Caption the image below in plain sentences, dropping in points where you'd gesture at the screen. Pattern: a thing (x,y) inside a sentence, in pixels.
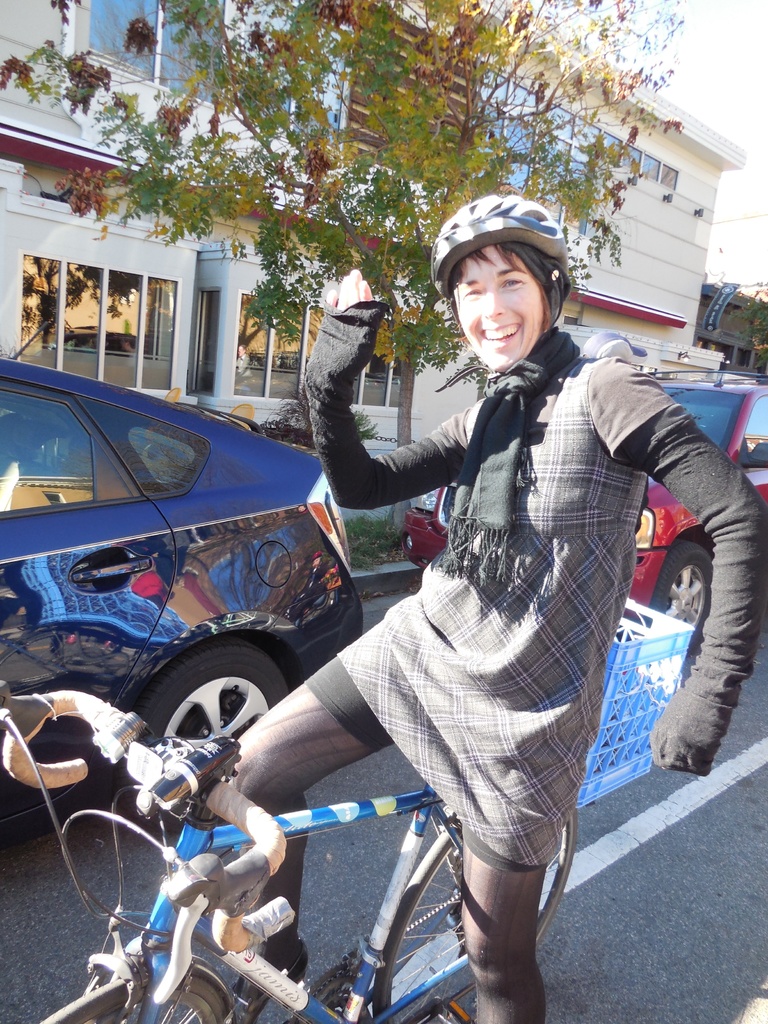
In this image we can see a person (489,711) sitting on the bicycle (419,809), motor vehicles (314,584), buildings (640,214), trees (533,161) and sky (678,52).
